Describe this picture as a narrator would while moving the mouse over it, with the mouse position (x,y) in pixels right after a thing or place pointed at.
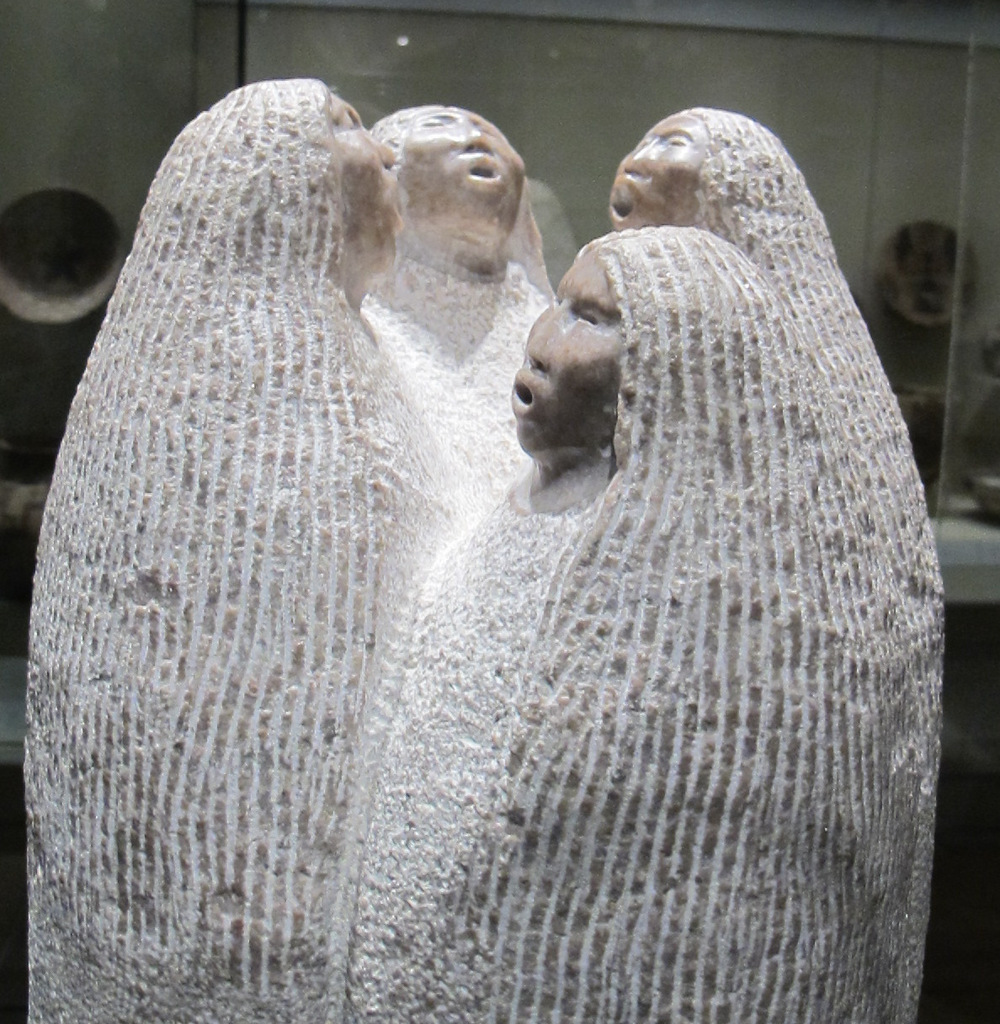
In this image, we can see stone carving (352,628) in the glass object (194,66). On the glass (935,181) we can see some reflection (951,421). Through the glass (935,420) we can see few objects (39,501) and wall (914,133).
